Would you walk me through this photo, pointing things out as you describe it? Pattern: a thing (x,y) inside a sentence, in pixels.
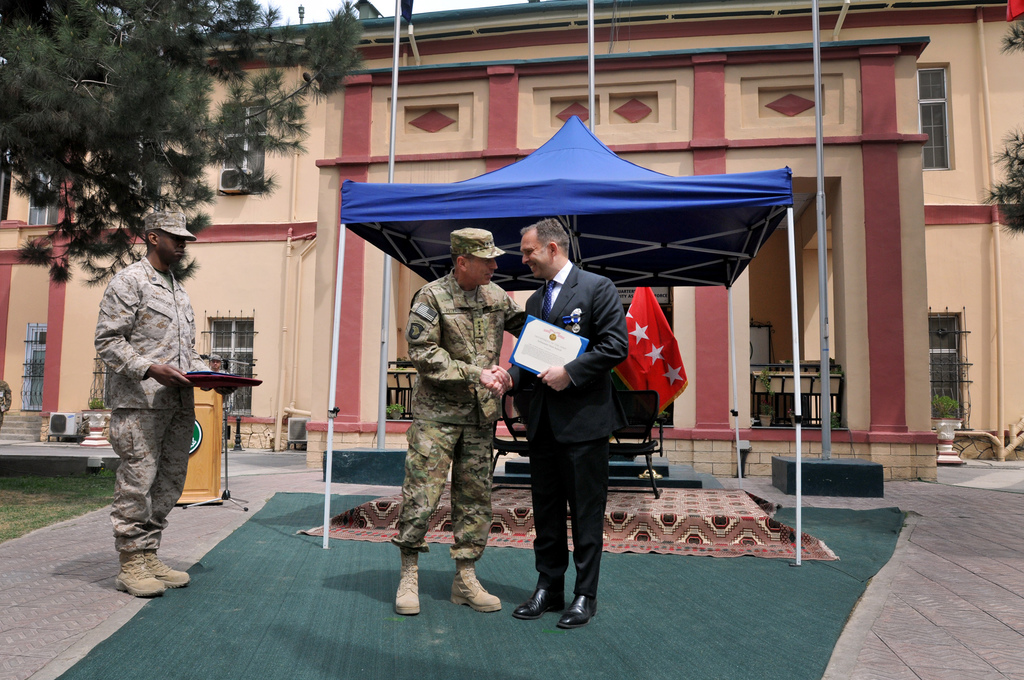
In the image there is a man (500,300) in camouflage dress (466,350) shaking hand (500,370) with a man (576,319) in suit (593,419) standing on floor (1008,561) with carpet (694,524) on it and behind them there is tent (798,419) with flags (659,357) in it and another person (157,399) standing on the left side (156,427) holding a tray (196,382), over the background (967,370) there is a building (967,134) with trees (1008,215) on either side.
